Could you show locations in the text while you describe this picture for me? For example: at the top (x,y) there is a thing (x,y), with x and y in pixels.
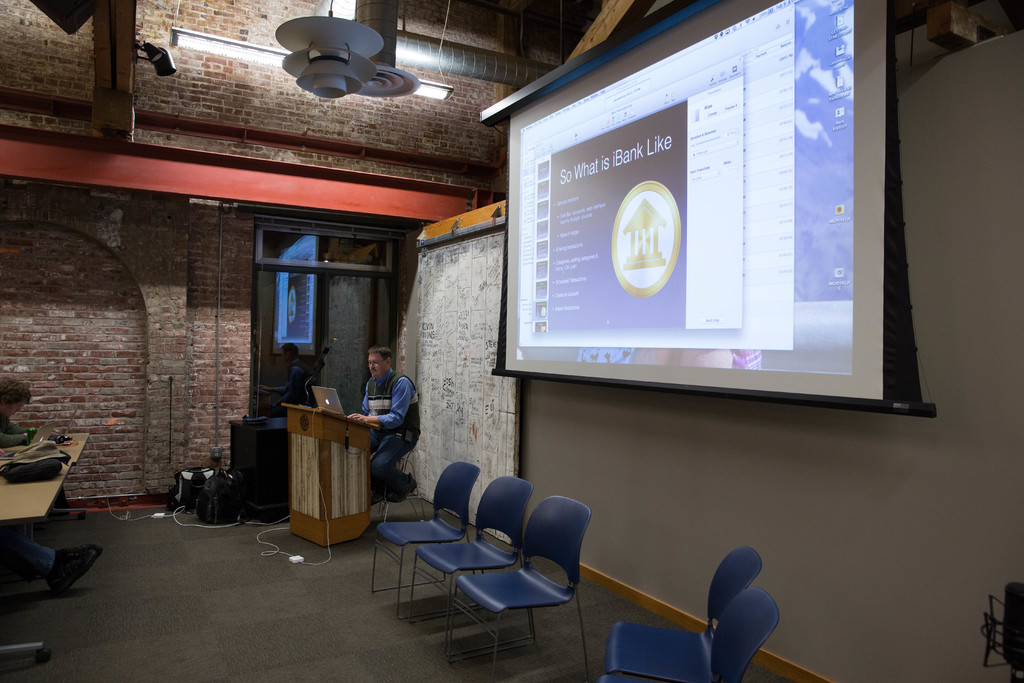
In this picture there is a man (383,434) sitting in front of podium (318,471) on which a laptop (327,405) was placed. There are some chairs (511,575) here. There is a projector display screen (611,238). In the background (243,245) there is a wall (186,223) and a light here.
